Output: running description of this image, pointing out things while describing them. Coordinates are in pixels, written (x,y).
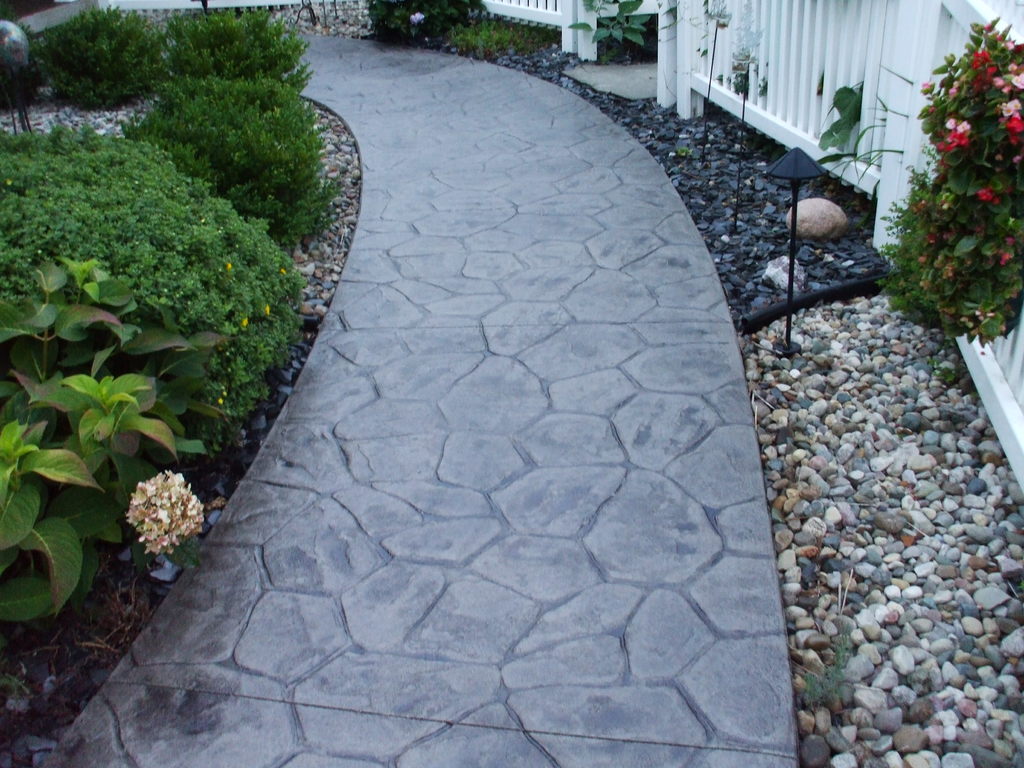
In this picture, there is a lane (416,279) on the center (518,357). Towards the left (128,337), there are stones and plants (204,301). Towards the right (892,307), there are stones (912,613), plants (945,72) and a fence (892,114). On the lane (515,382), there are irregular stone patterns (478,378).
